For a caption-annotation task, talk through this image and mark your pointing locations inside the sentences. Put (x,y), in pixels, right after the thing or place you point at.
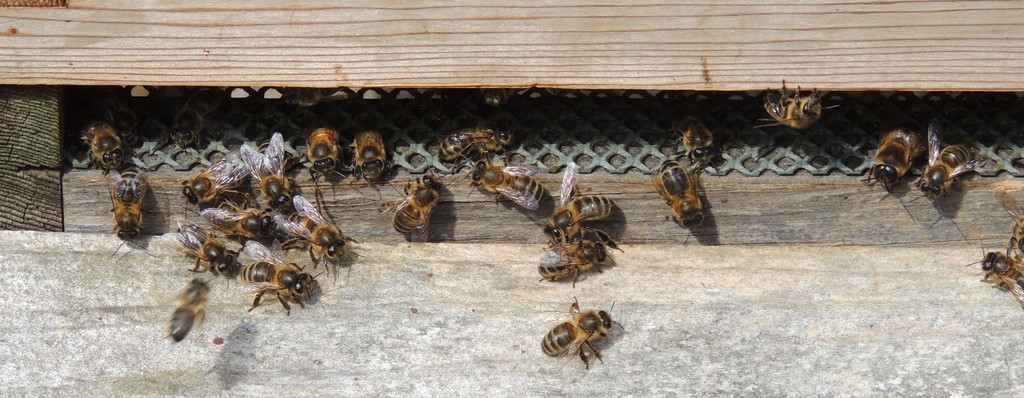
In this image, we can see some black and brown color bees (93,129).
